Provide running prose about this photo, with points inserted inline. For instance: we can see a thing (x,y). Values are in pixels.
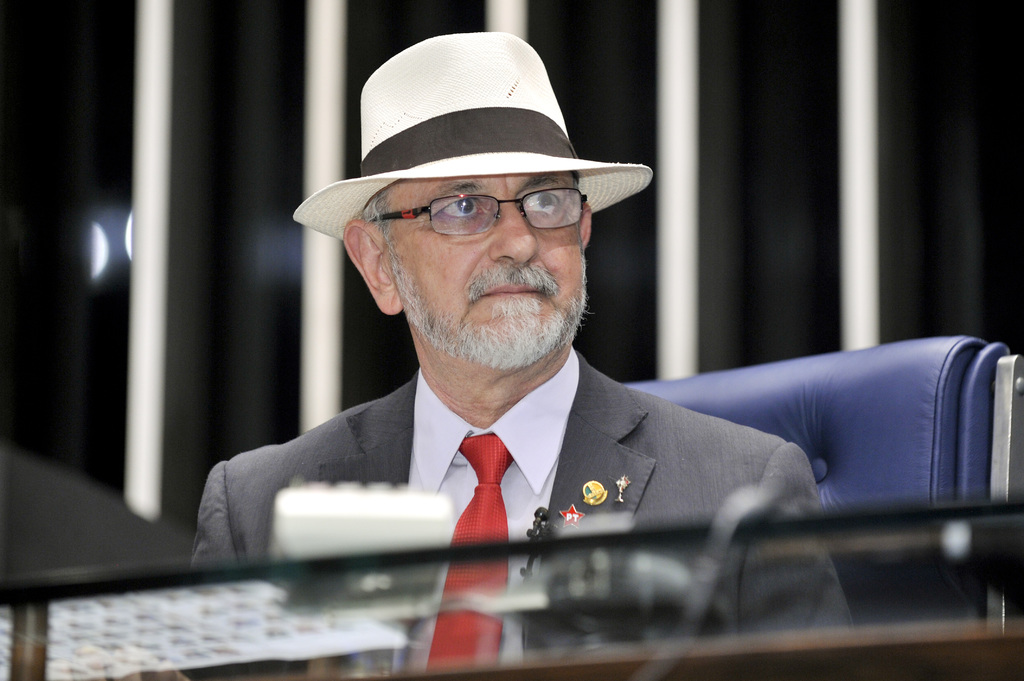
In this picture there is a man (523,505) who is wearing hat (459,117), spectacle (464,231) and suit (561,490). He is sitting on the chair (921,454). On the bottom (119,592) we can see glass table (679,567) on which there is a remote (394,512). On the back (945,181) we can see dark.
